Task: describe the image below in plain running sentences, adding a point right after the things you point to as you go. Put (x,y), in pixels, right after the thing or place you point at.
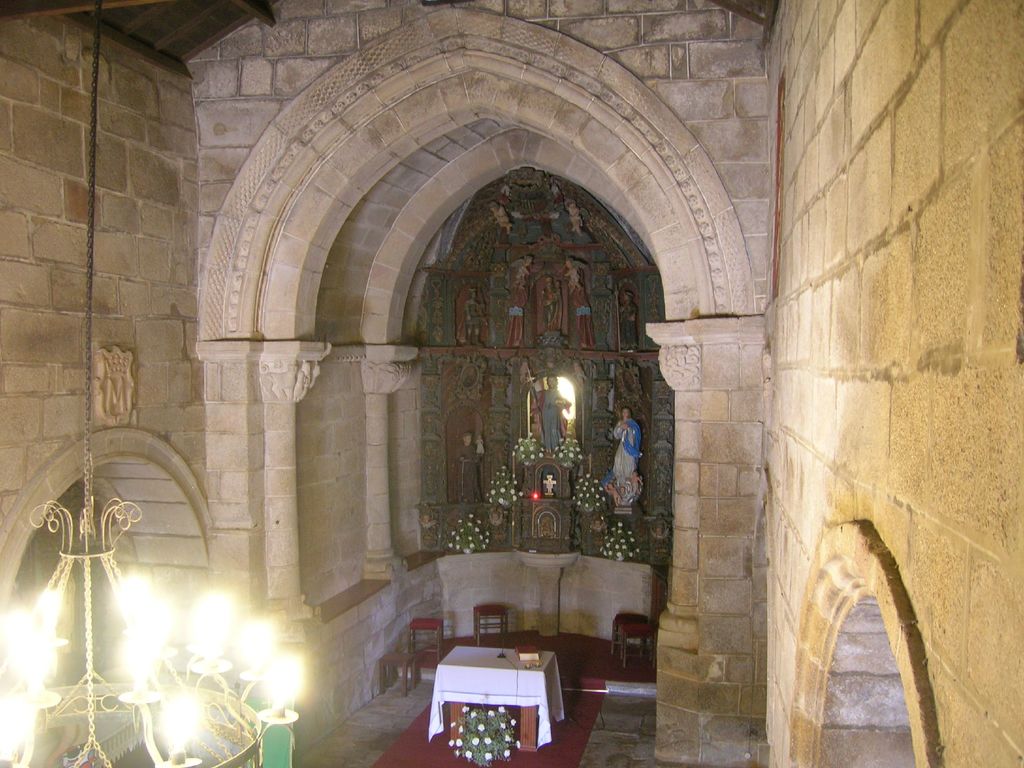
This is inside a building (687,187). In this building (291,128) there are brick walls (607,51), arches (431,130), chandeliers (202,643). Also there are stools (437,618), table (482,657) with tablecloth (481,682), statues (575,266), flower bouquets (618,523). On the table (552,663) there is a book (525,650) and some other items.
